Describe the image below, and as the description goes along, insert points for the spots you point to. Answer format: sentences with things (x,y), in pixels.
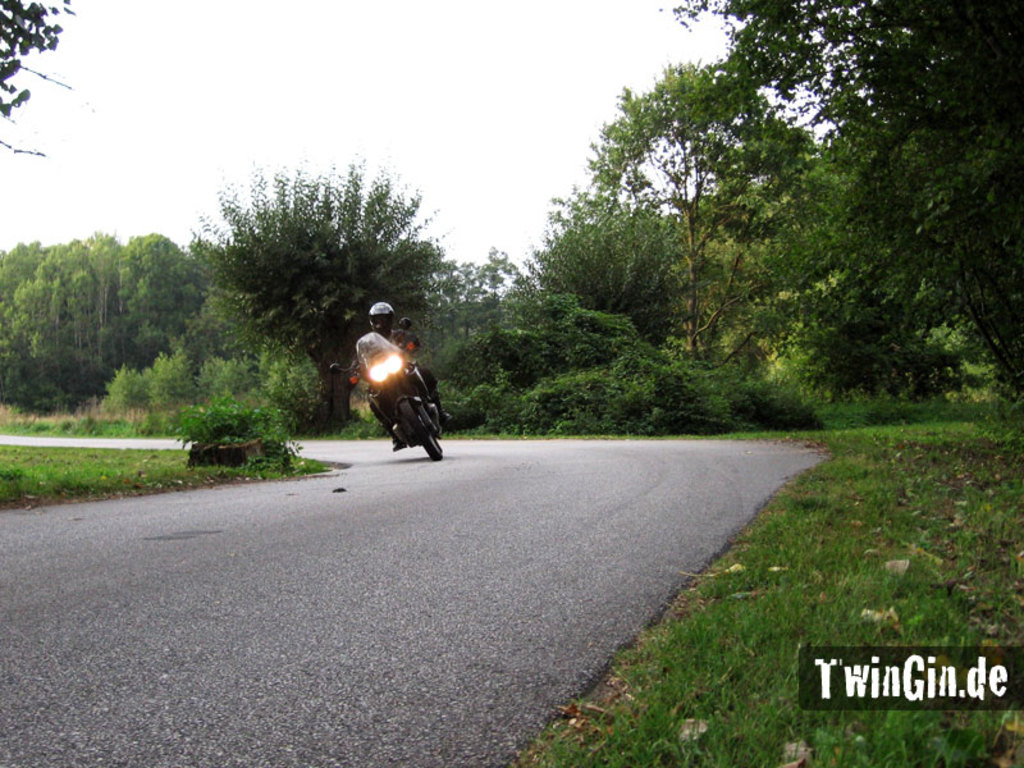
At the left side of the image (242,701) there is a road (211,715). On the road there is a person (386,321) riding a bike (397,385). At the right bottom of the image (835,575) there is grass (732,658) and also there is a name (824,690). In the background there are trees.
